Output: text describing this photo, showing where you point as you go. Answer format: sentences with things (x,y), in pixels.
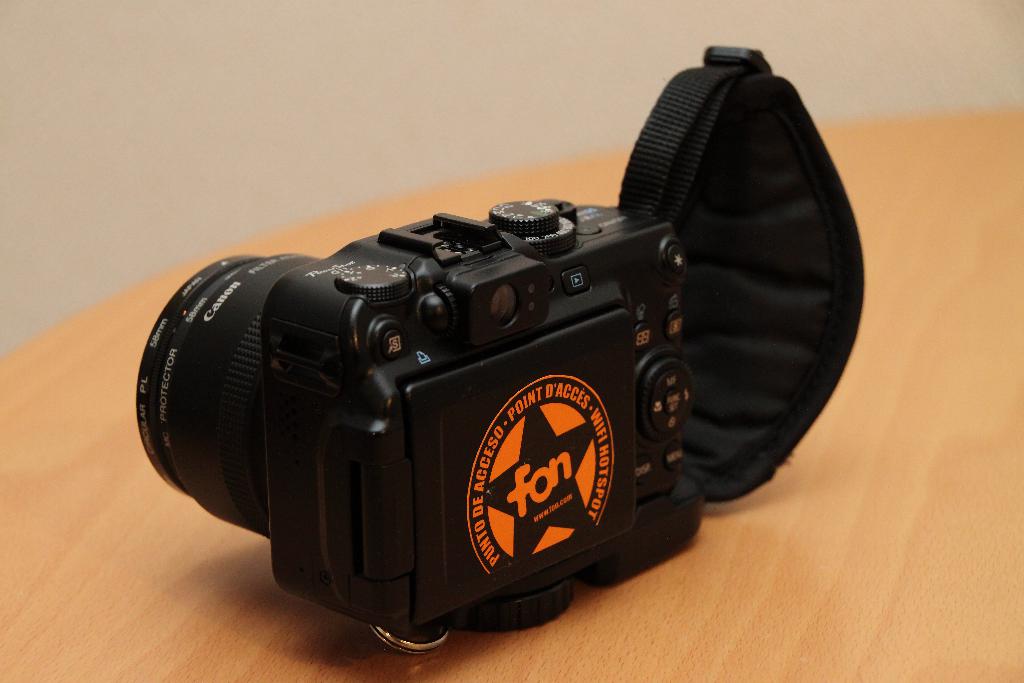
In this image there is a camera (435,515) on a table (966,115), in the background (821,8) it is blurred.
